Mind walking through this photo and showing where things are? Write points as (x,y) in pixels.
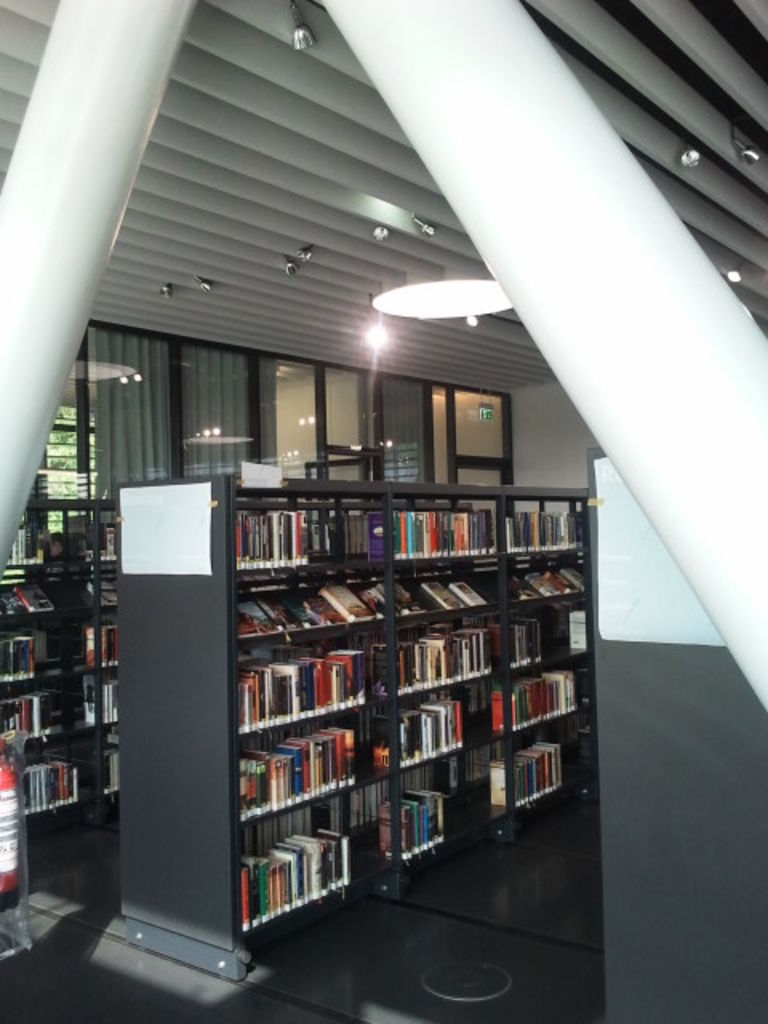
In this image I can see shelves (146,681) which has books (106,684) and other objects (605,520). In the background (308,455) I can see lights (411,314) on the ceiling (360,324), framed glass wall (258,424), curtains (108,427) and a wall (561,479). Here I can see white color pipes (24,294) and other objects (17,909).
